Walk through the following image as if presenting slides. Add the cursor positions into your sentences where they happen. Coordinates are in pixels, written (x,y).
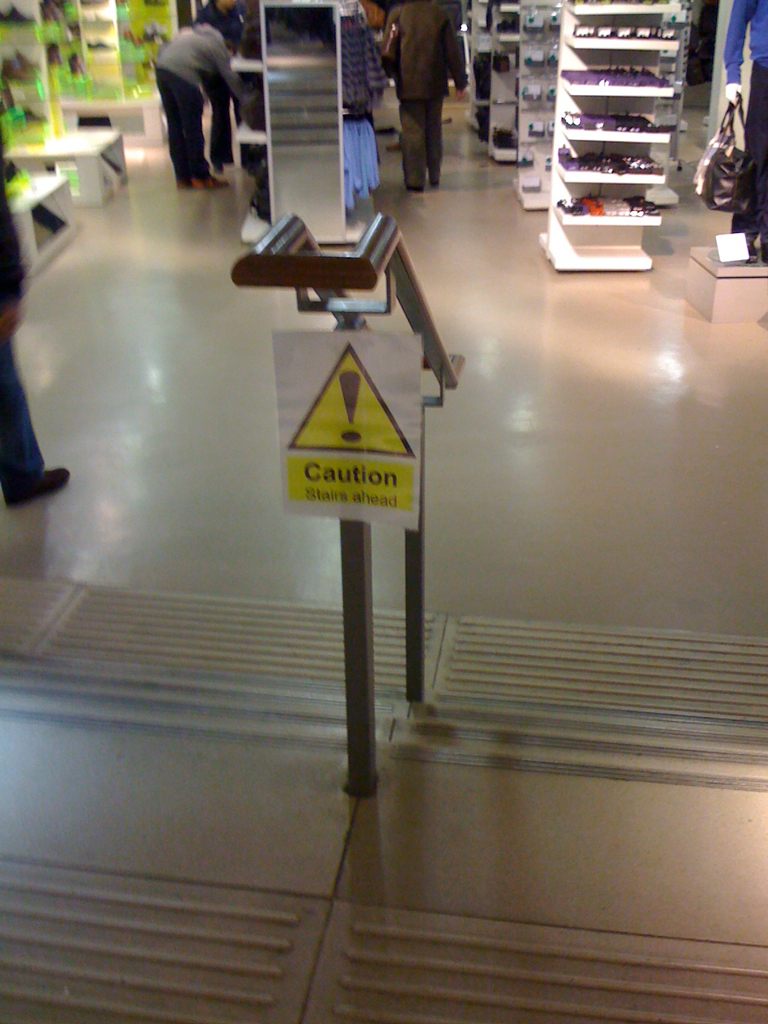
In the center of the image (297,442) we can see stairs (232,681) and sign board (345,419). In the background (300,91) we can see objects (17,70) arranged in racks (58,69), mirror (284,149) and persons (242,91).
